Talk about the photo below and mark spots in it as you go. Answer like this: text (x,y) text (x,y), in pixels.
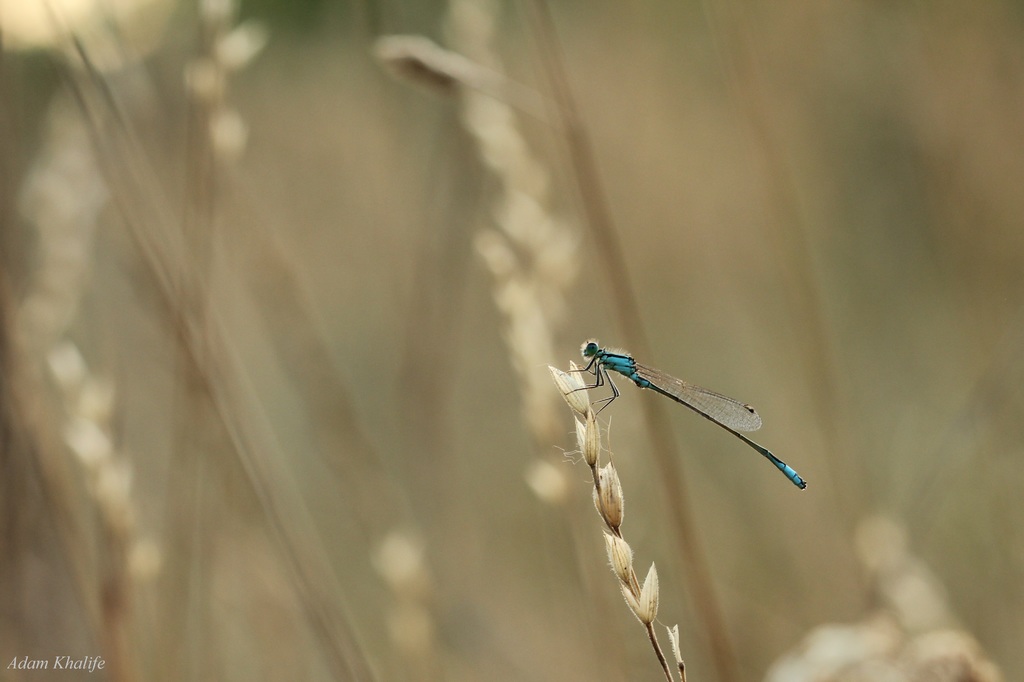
In this image in the foreground (589,359) there is one fly (758,430) on a plant (629,599), and there is blurred background (247,372).
